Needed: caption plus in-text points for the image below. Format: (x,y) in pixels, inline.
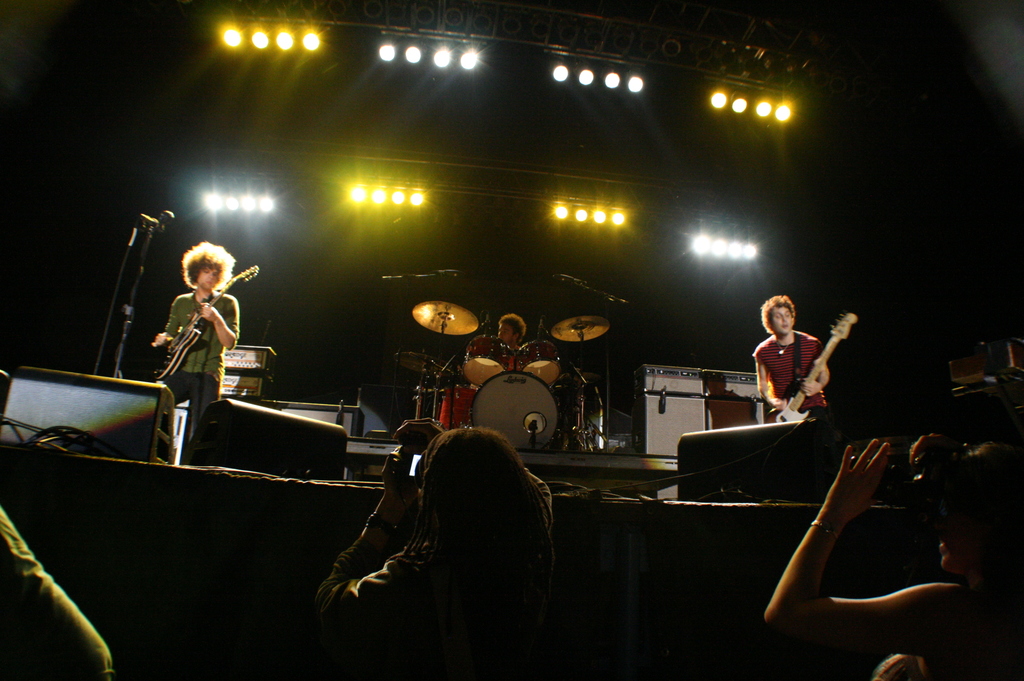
There are three persons (787,367) playing musical instruments (491,407). Here we can see a mic (158,214), lights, speakers (741,433), and few persons (551,570). There is a dark background (930,409).
